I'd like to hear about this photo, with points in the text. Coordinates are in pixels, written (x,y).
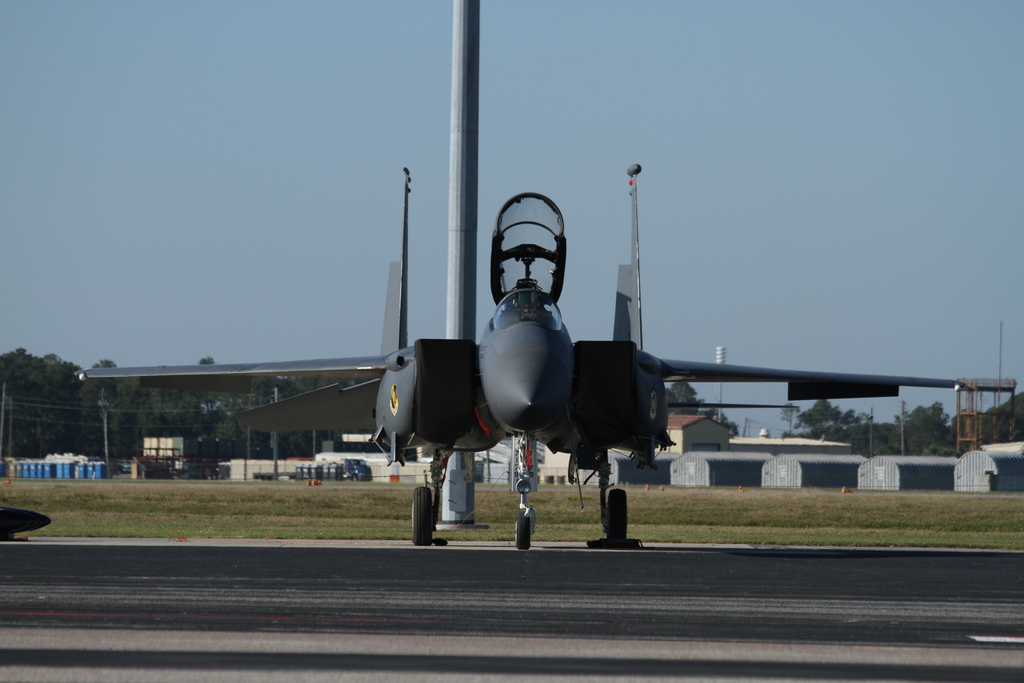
In the picture we can see a road (937,657) on it, we can see an aircraft (320,402) and behind it, we can see a pole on the grass surface (202,495) and far away from it, we can see a few arched shelters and behind the shelters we can see many trees (109,449) and sky (1007,366).
